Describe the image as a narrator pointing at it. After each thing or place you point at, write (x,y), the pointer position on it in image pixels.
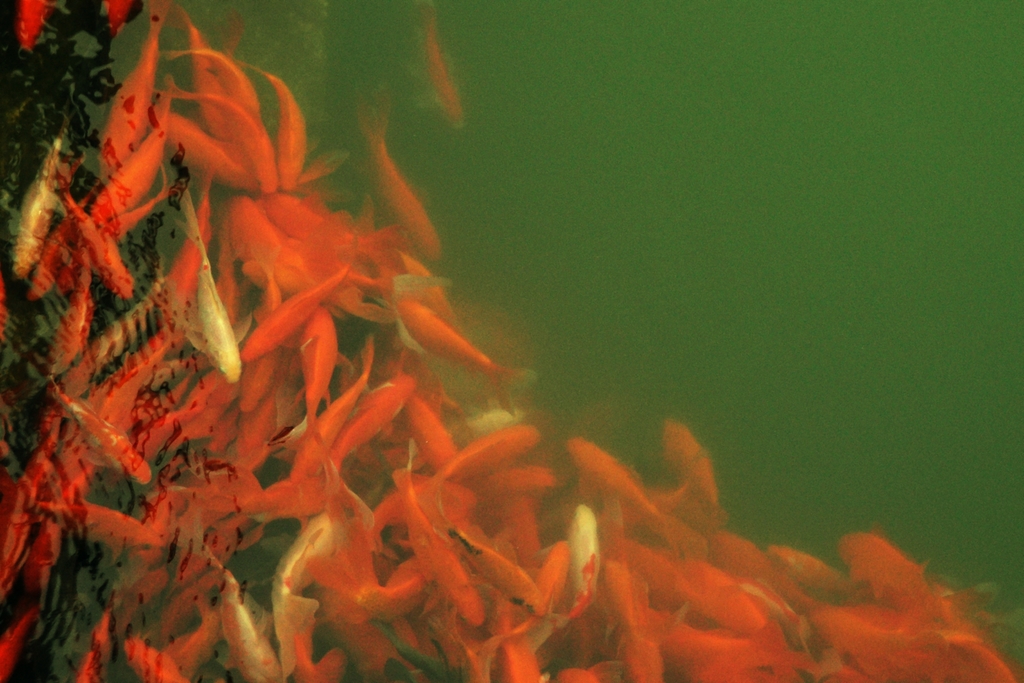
There are orange fishes (375,392) in the water (933,273).
